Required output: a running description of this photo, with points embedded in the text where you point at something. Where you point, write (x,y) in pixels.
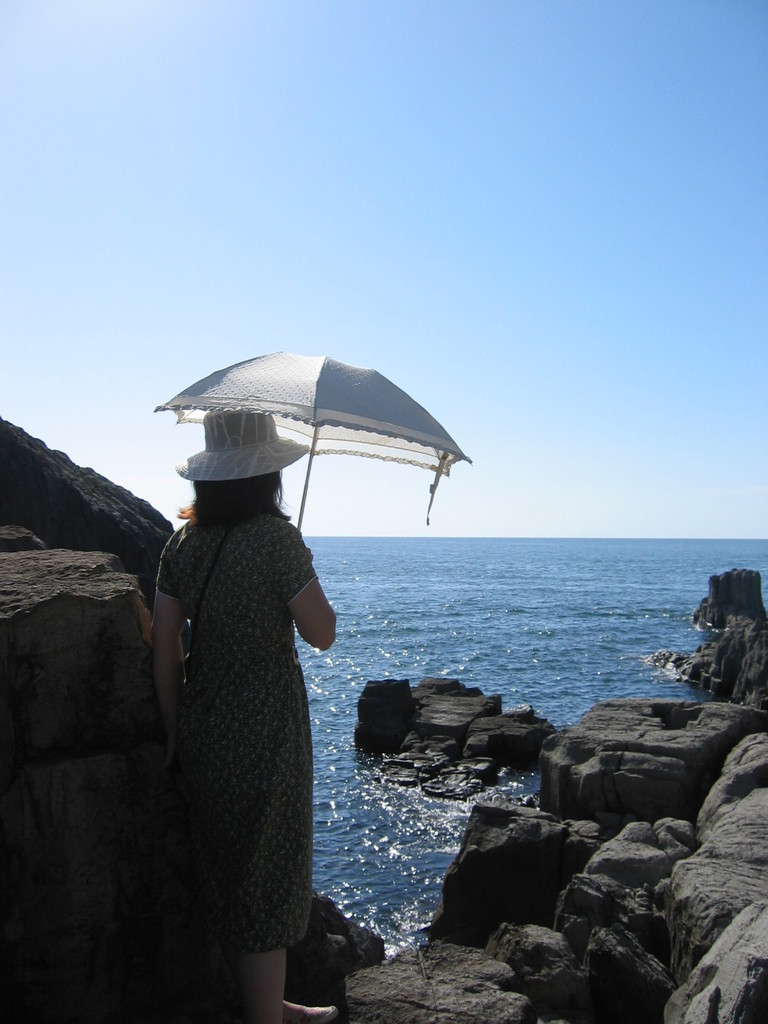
On the left side of this image (239,801) I can see a woman (253,663) wearing a frock (267,642), cap (250,463) on the head (258,448), holding an umbrella (310,440) in the hand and standing on the rock (126,880). In the background (428,574), I can see an ocean (493,610). At the top (415,149) I can see the sky (369,119).
